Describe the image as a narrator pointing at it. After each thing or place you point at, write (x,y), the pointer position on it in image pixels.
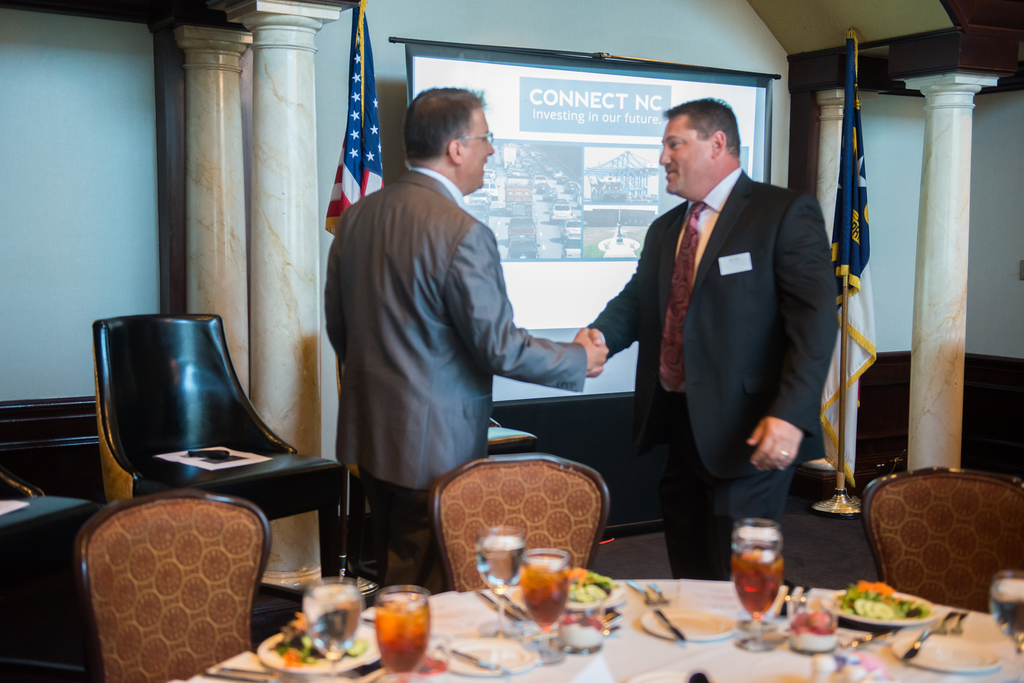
In the center of the image (349,400) we can see two men (645,296) are standing and wearing suits (437,365) and shaking hand (590,348) with each other. In the background of the image (1009,121) we can see the wall (48,158), pillars (216,193), flags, board (596,107), chairs (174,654). On the chairs (177,401) we can see the papers (234,453) and object (211,452). At the bottom of the image (977,580) we can see a table (622,661) and chairs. On the table (574,674) we can see the plates (517,644), glasses (394,646), food items (798,614), spoons (677,637), tissue papers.
